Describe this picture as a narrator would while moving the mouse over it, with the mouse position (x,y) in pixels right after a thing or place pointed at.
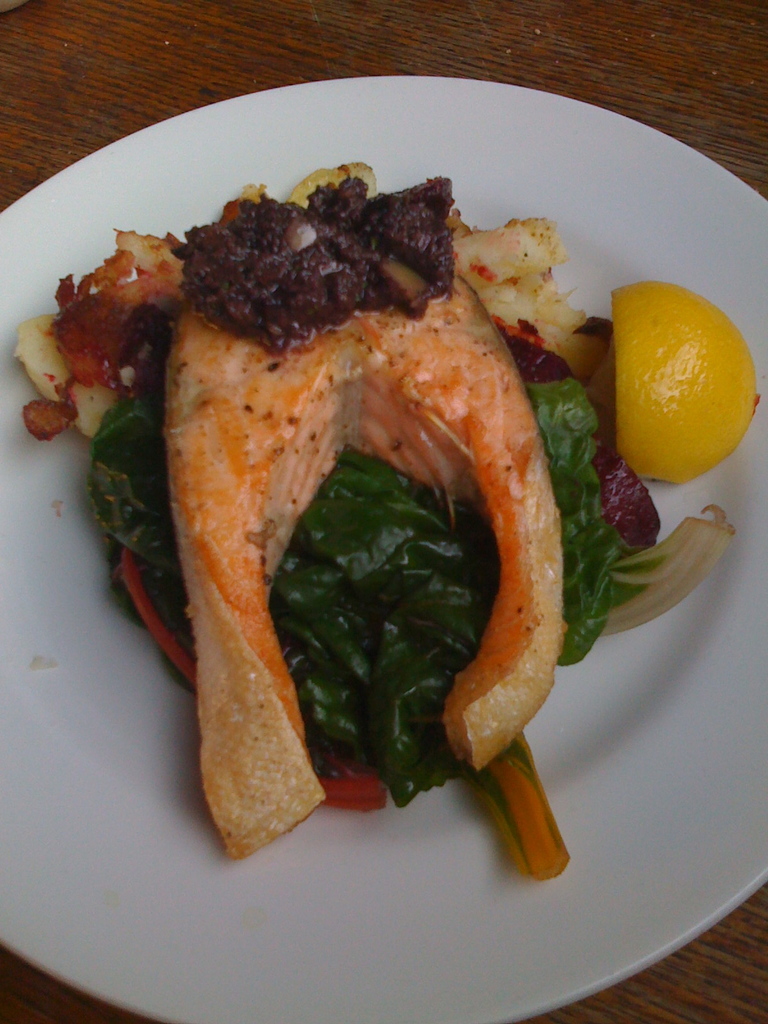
In the foreground of this image (74,401), there is a meat (399,357) and few leafy vegetables (493,548) and a piece of lemon (667,361) on a platter (435,140) which is on a wooden surface (337,24).
